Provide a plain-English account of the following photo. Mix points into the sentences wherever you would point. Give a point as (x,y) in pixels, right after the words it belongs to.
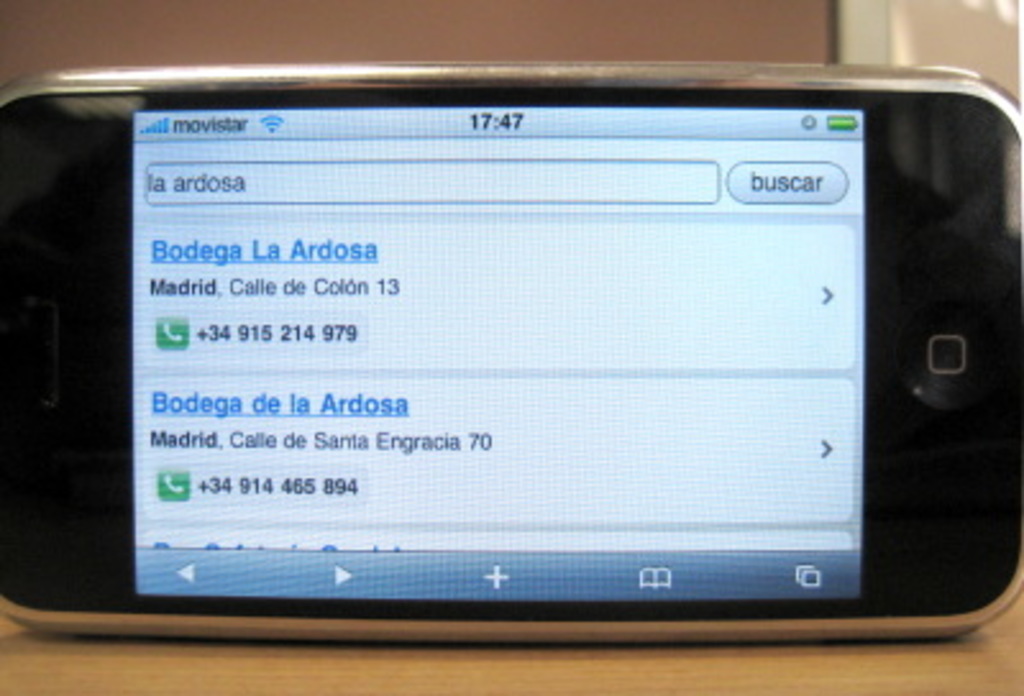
In this picture there is a cell phone (74,187) on the table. On the screen (605,367) there is text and there are icons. At the back (504,53) it looks like a wall (506,37).
